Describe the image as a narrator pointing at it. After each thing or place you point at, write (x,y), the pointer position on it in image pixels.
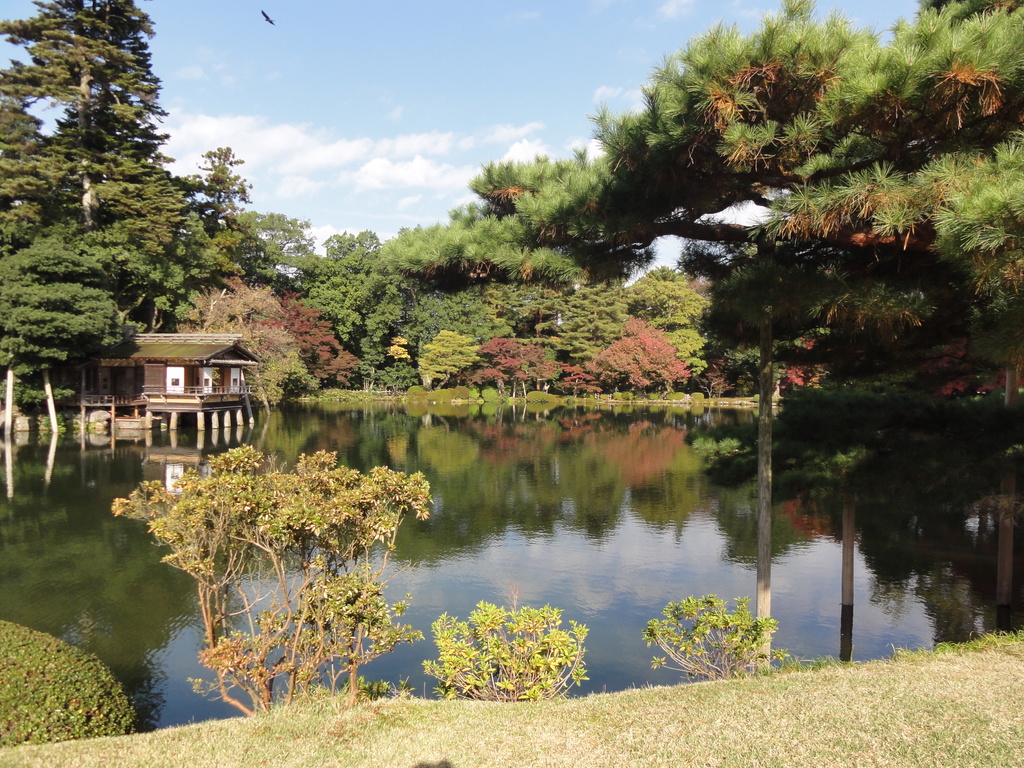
In the foreground (397,609) we can see plants (302,662) and grass (1002,730). In the middle of the picture (490,491) we can see water body (257,406). In the background (530,330) there are trees (599,348), plants (270,381) and house (189,389). At the top (392,87) we can see sky (447,91) and a bird (266,21).
